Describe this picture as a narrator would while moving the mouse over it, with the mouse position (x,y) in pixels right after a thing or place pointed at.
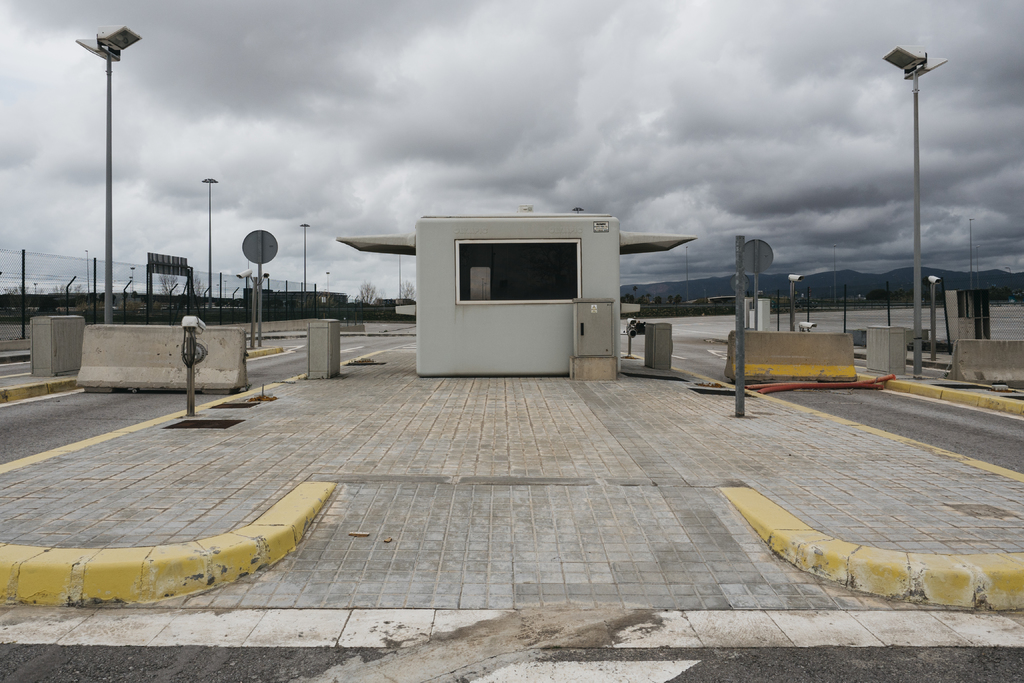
In this image, we can see a shed (560,341) with window (511,271). At the bottom (556,482), there is a platform (549,530) and road (19,411). Here we can see poles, boxes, rods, mesh (348,297). Background (779,277) we can see trees (1018,289), mountains (850,278) and cloudy sky (877,261).
